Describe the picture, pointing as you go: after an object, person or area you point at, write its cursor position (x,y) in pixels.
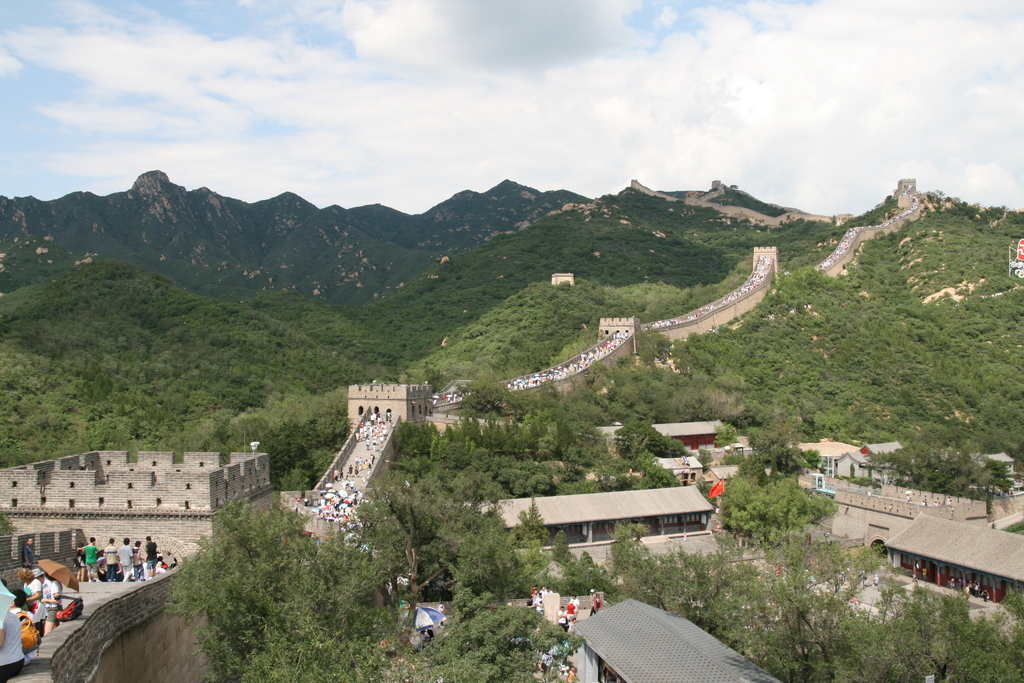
This image is taken outdoors. At the top of the image (142,89) there is a sky (169,87) with clouds (549,107). In the background (332,239) there are a few hills (616,244). In the middle of the image (427,412) there is an architecture (116,625). It is a china wall (438,422). There are many trees (346,431) and plants (369,609) on the ground (690,397). A few people (594,357) are walking on the wall (64,556) and there are a few houses (693,513).
